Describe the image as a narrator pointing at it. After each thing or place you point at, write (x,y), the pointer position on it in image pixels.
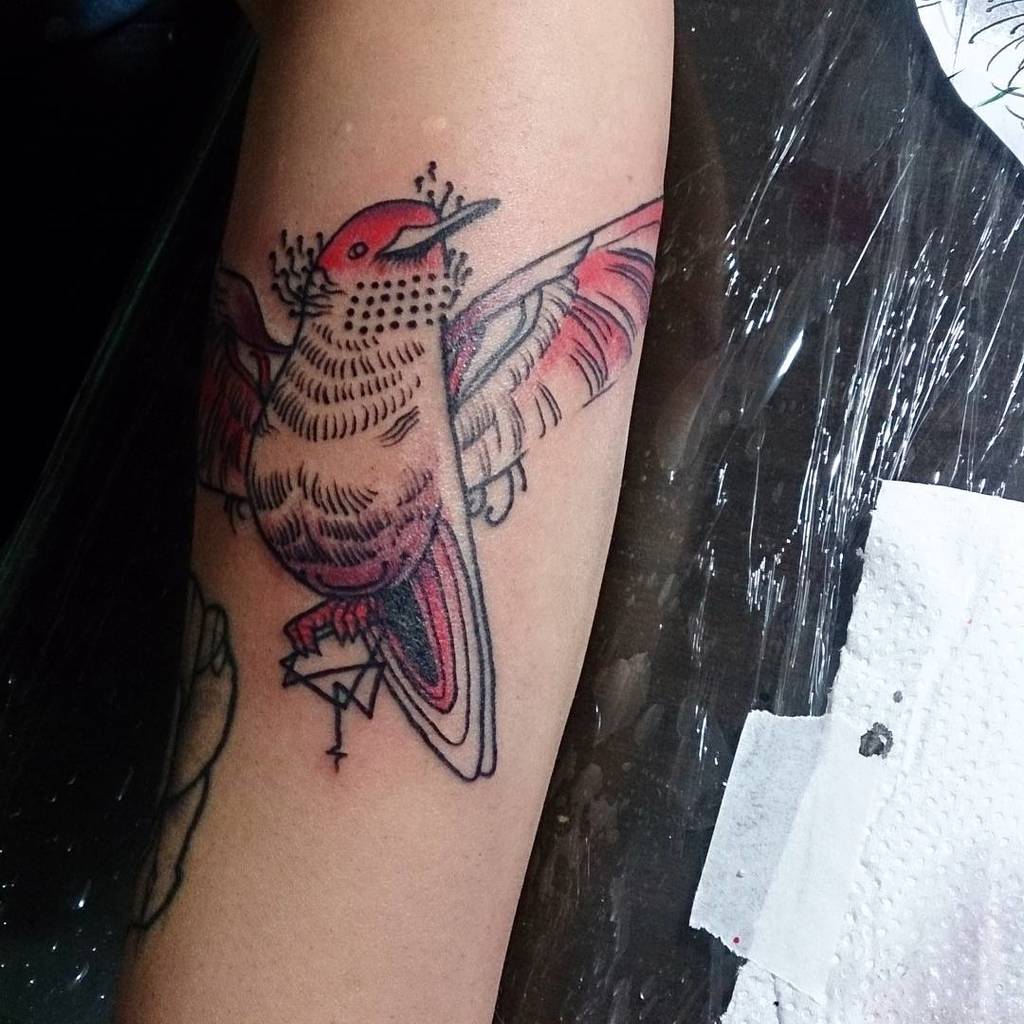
In this image I can see a person hand (362,476) on which I can see a tattoo (386,604), and under the person hand (447,172) I can see a black color cover (693,552).
